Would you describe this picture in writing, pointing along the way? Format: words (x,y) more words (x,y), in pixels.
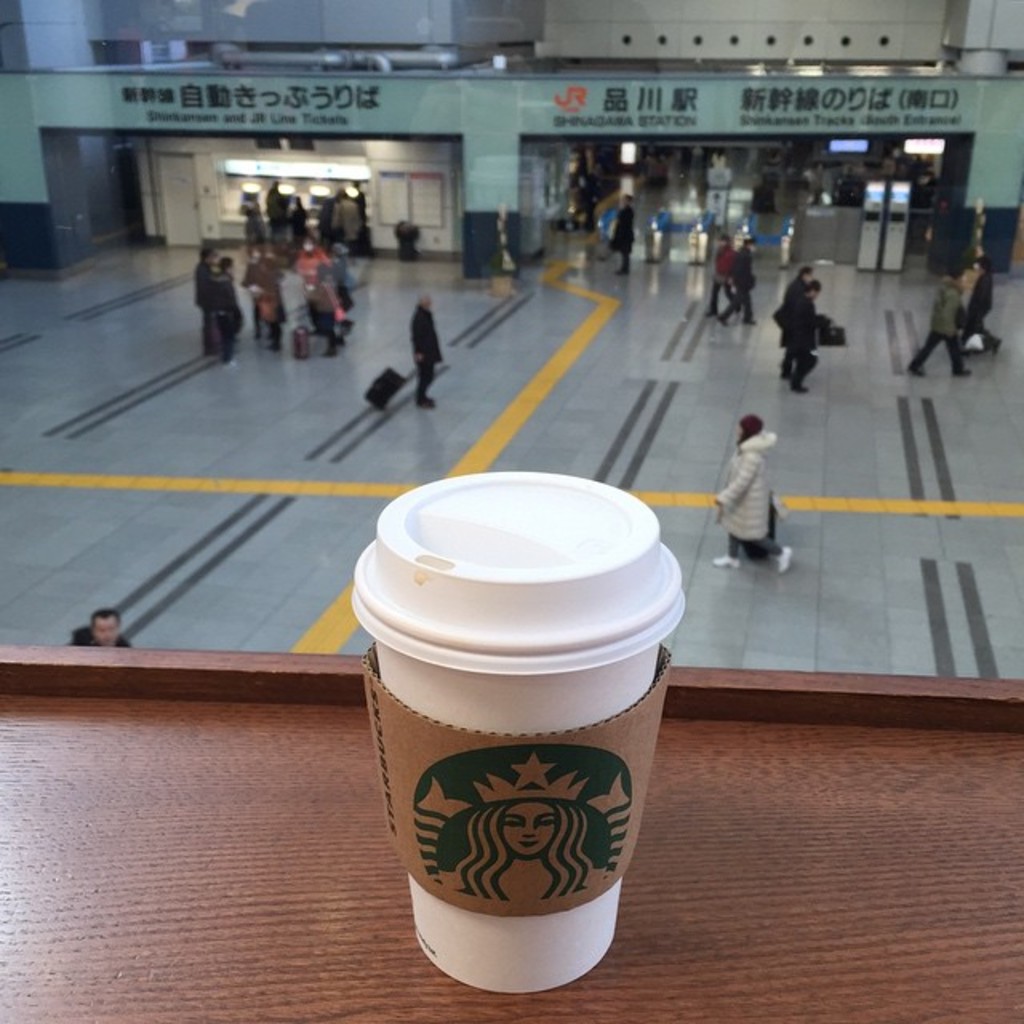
In this picture we can see white coffee cup (500,875), placed on the wooden table (773,945). Behind we can see a big hall (854,424) and some people (323,256) walking with the luggage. Behind we can see the ticket counters (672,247).
